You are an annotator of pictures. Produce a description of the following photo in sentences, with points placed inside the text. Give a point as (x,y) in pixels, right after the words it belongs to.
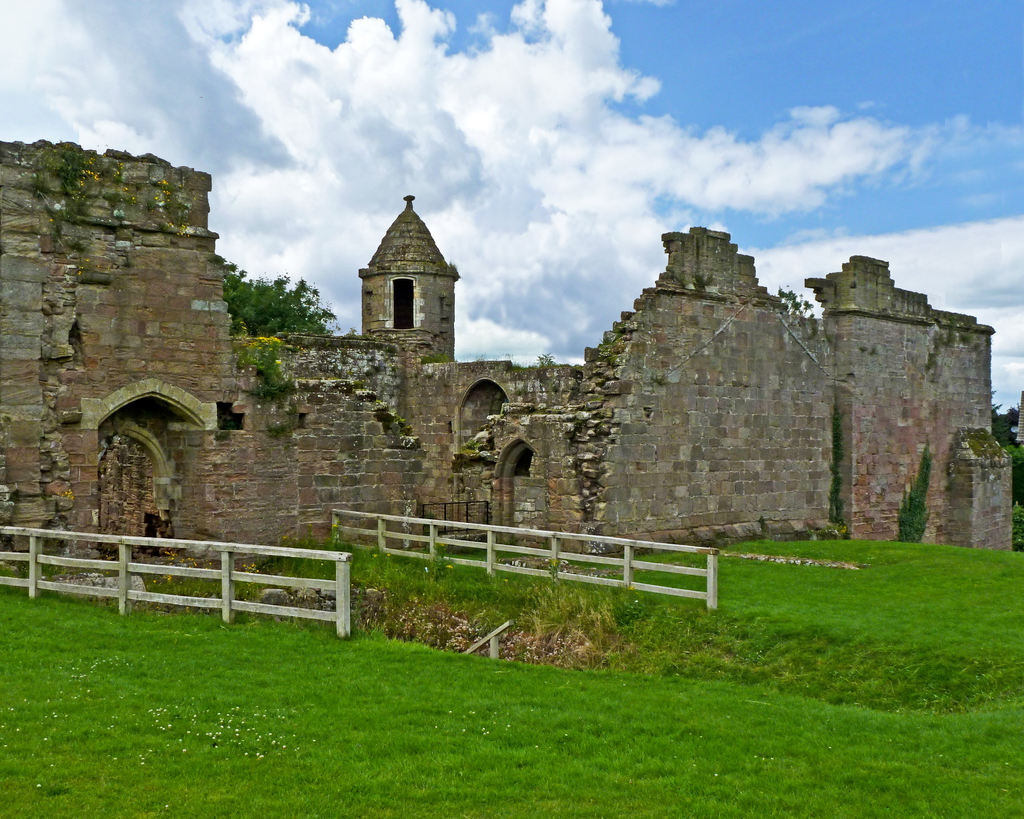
In this image we can see a fort (648,539), there are some trees (252,303), fence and grass (424,660), in the background (545,253) we can see the sky (523,274) with clouds (539,260).
